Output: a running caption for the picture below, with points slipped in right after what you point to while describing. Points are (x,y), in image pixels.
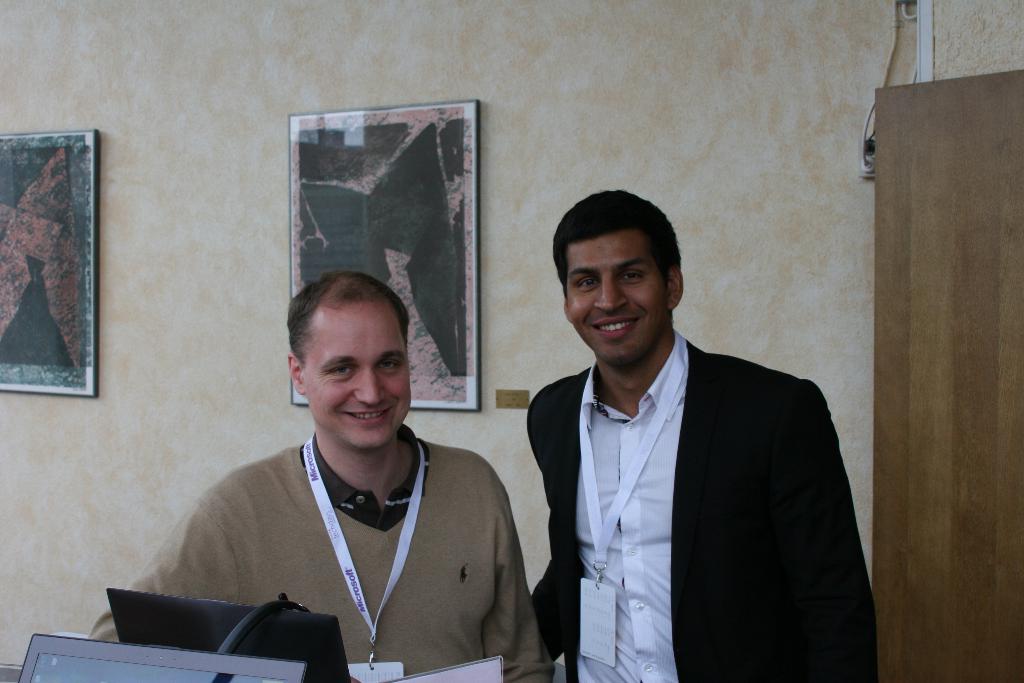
In this image there are two people (628,205), and the person (564,634) who is standing on the right side (744,655) wearing a black suit (719,523).
